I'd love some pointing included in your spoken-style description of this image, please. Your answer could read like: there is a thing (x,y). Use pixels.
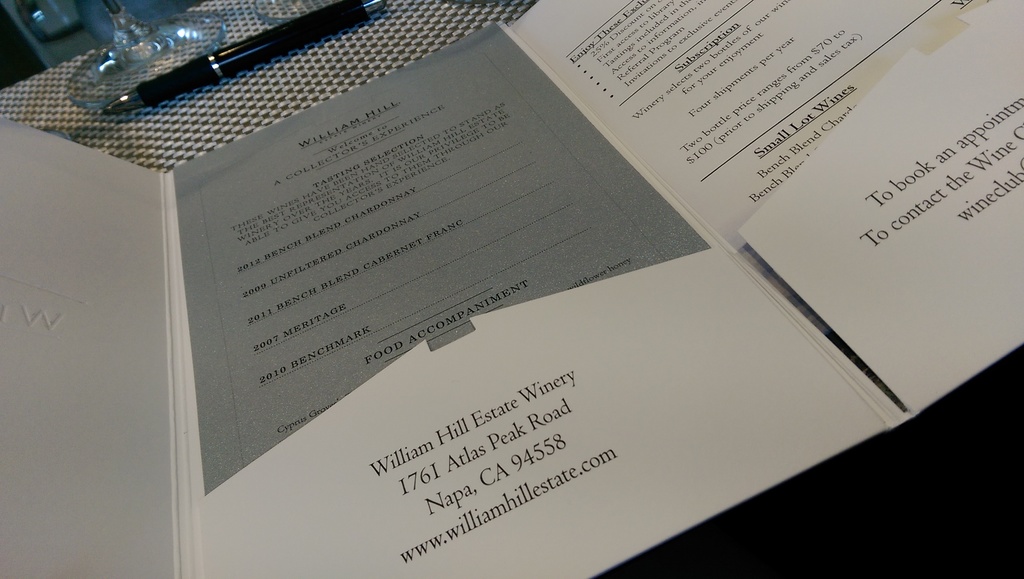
This picture looks like a file (503,374) with some text (525,451) and I can see a pen (165,96) and a glass (126,79) on the table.
